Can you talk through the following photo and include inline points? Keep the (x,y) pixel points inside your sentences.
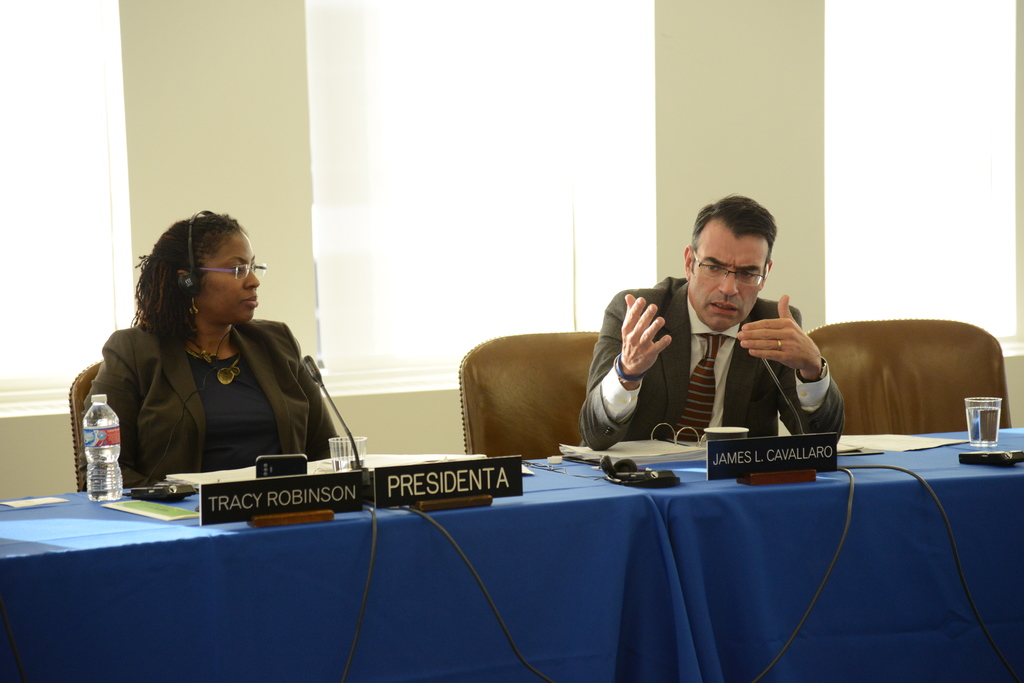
In this image there is a man (736,325) and a woman (274,415) sitting in chairs (497,352), beside them there is an empty chair (833,352), in front of them on the table (559,463) there are mics (356,459), bottle of water (112,460), specs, mobile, name plates (483,472), cables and some other objects (702,447), behind them there are curtains (467,168) on the windows (451,187), in between the windows (525,176) there is a wall (309,287).
